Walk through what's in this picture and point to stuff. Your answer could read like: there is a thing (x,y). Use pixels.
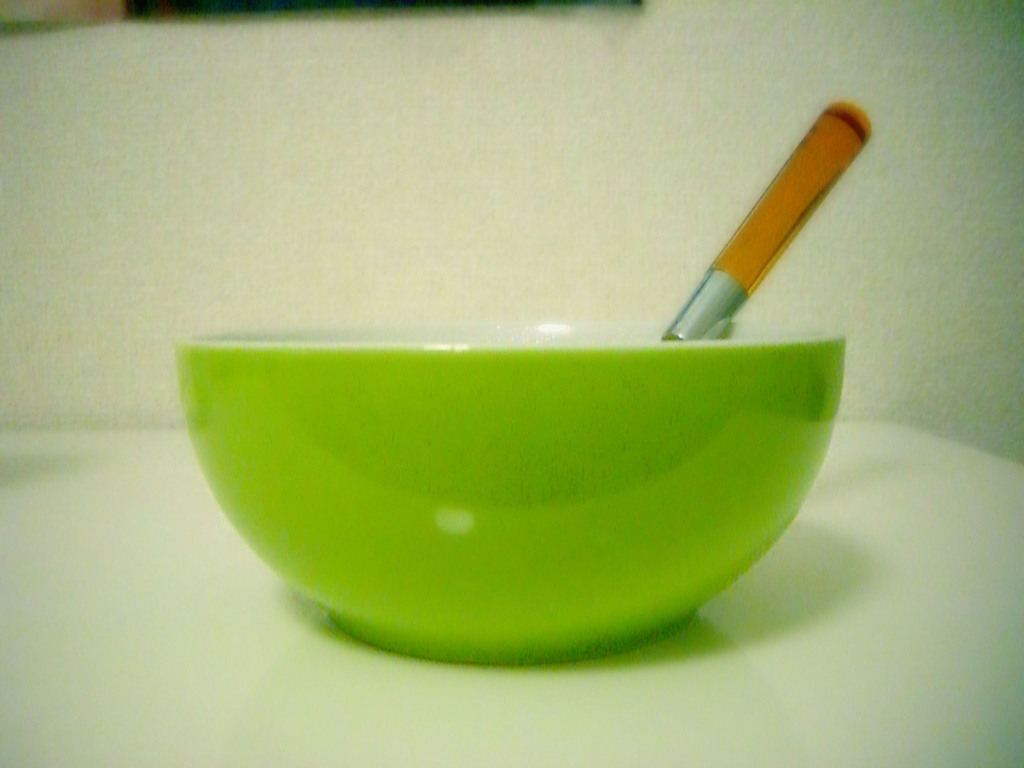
The picture consists of a bowl (371,458) and a spoon (761,238) placed on the table (352,698). On the background (230,108) it is wall (705,158).
